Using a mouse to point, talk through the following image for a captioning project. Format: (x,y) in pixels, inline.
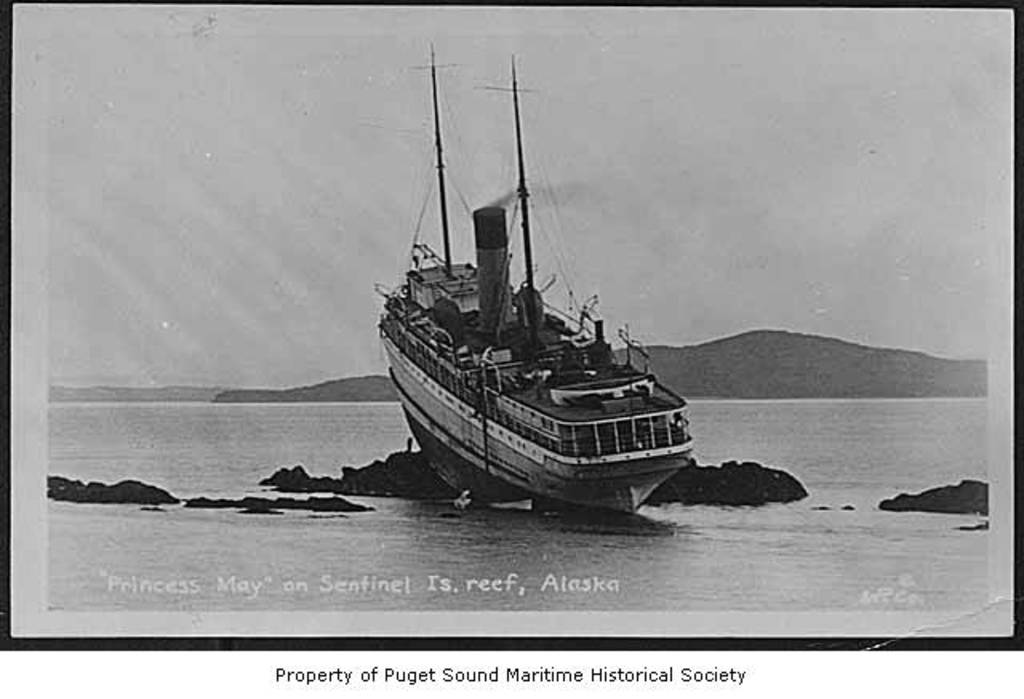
This image is a photograph. In this photograph we can see a ship (524,437) on the water (787,540). In the background (828,365) there are hills (704,369) and sky (481,156). At the bottom (290,683) we can see text (458,586).
